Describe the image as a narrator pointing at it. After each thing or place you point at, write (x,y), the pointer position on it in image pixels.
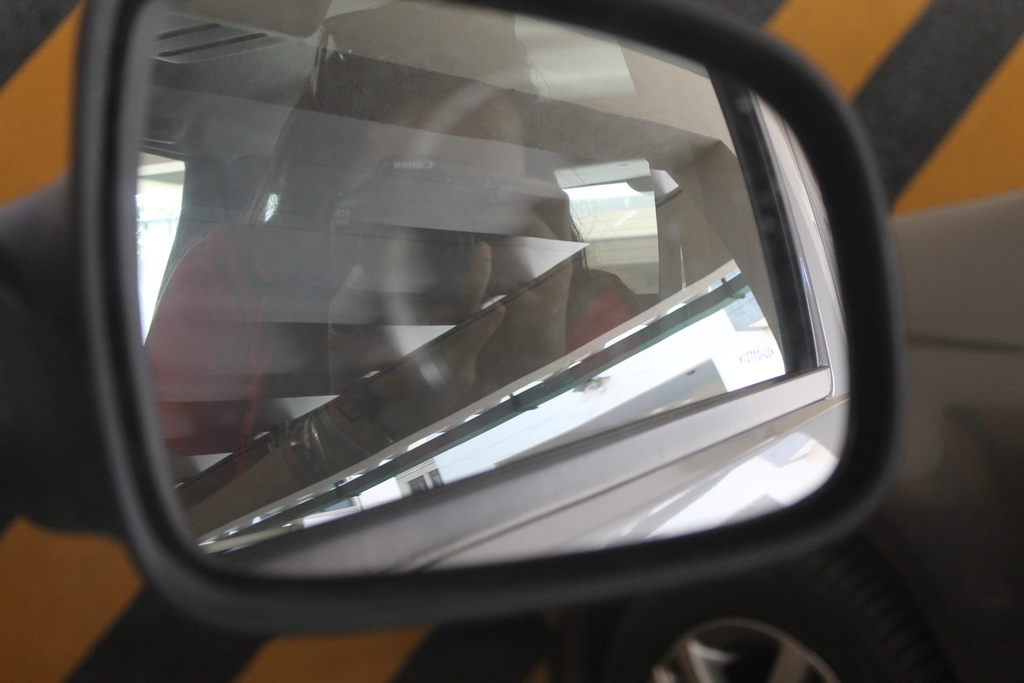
In the image there is a side mirror (563,524) of a car (680,675) with a reflection (319,316) of a woman (291,376) taking picture in a camera (430,305).
